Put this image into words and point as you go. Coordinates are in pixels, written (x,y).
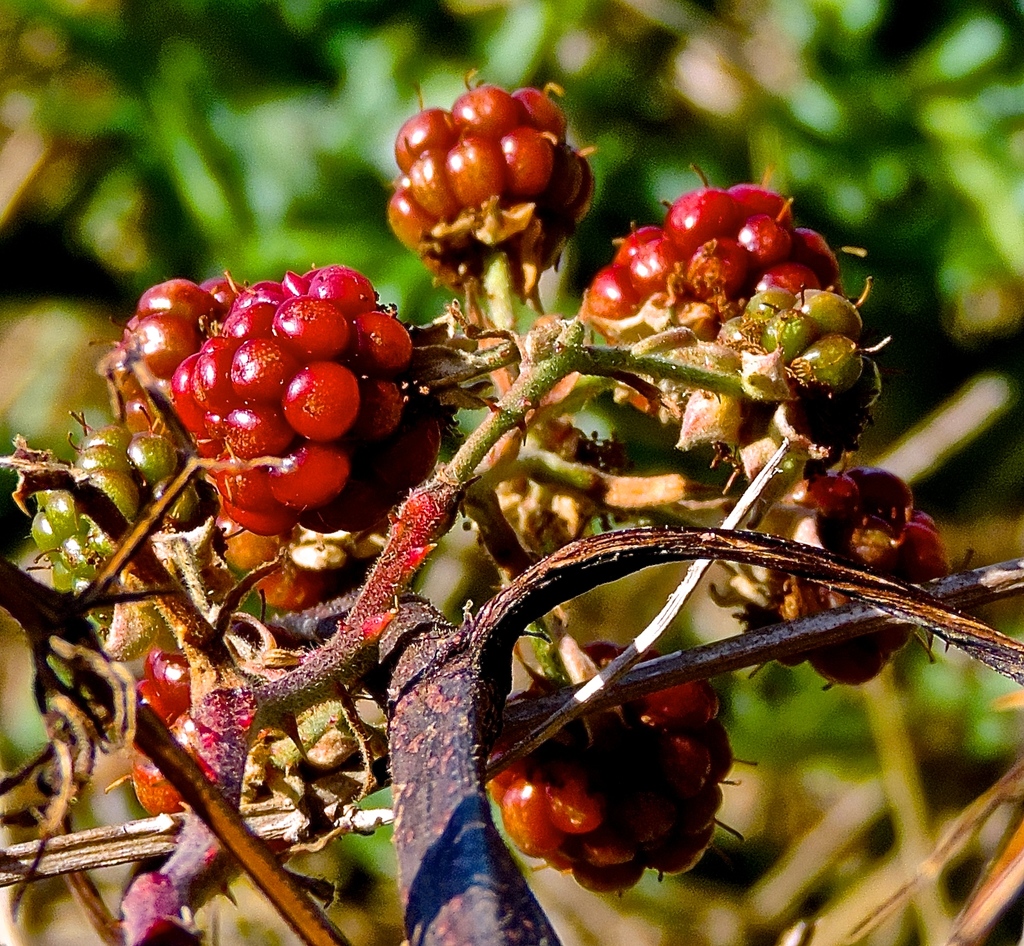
In this image we can see some berries (407,388) on the stem (391,534) of a plant (403,606).
